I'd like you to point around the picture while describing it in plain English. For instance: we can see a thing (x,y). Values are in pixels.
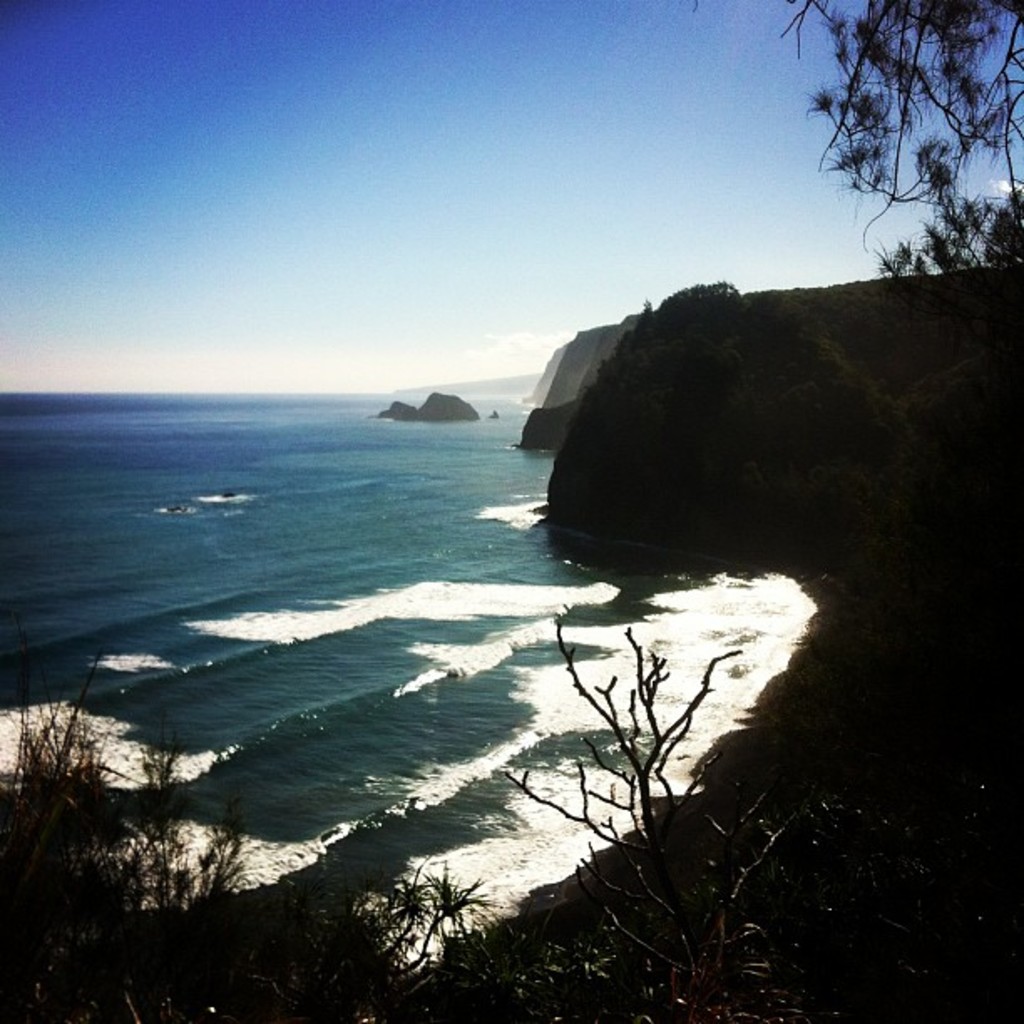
In this image, we can see trees (784,386) and hills (784,744) and at the bottom (439,782), there is water (376,511). At the top (328,155), there is sky (460,195).
